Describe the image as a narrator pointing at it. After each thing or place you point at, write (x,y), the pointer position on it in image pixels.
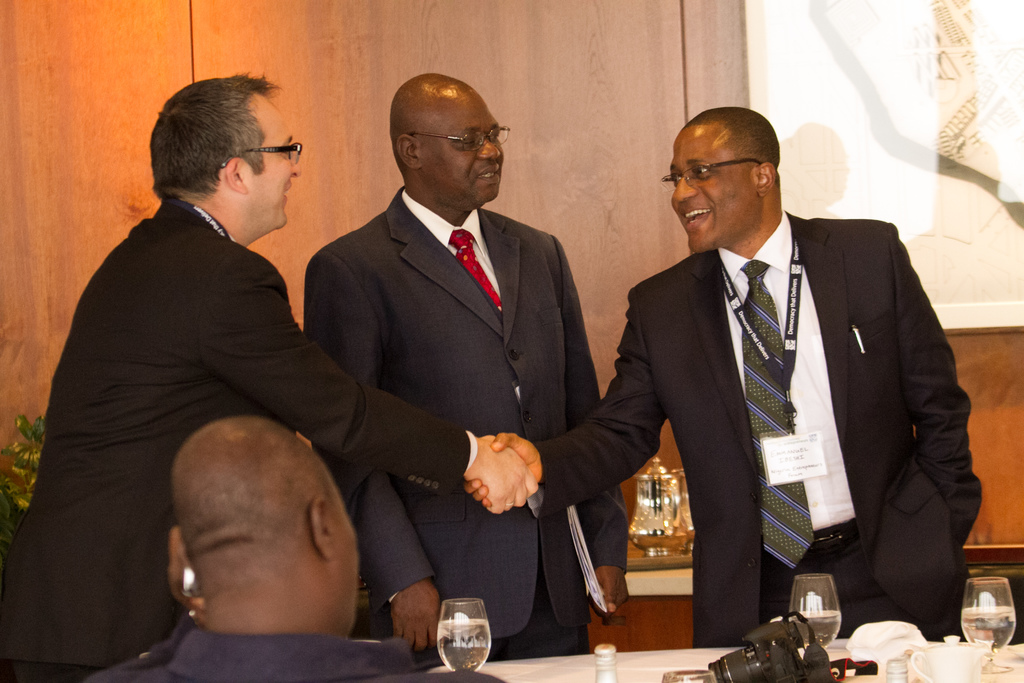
In this image, we can see persons (260,597) wearing clothes (491,386). There are two persons (346,376) shaking hands (493,494). There is a person (532,276) in the middle of the image (488,359) holding a file (582,546) with his hand (611,587). There is a table (620,676) at the bottom of the image (518,664) contains camera (786,639), glasses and cups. There is a painting (929,124) in the top right of the image (945,129).
